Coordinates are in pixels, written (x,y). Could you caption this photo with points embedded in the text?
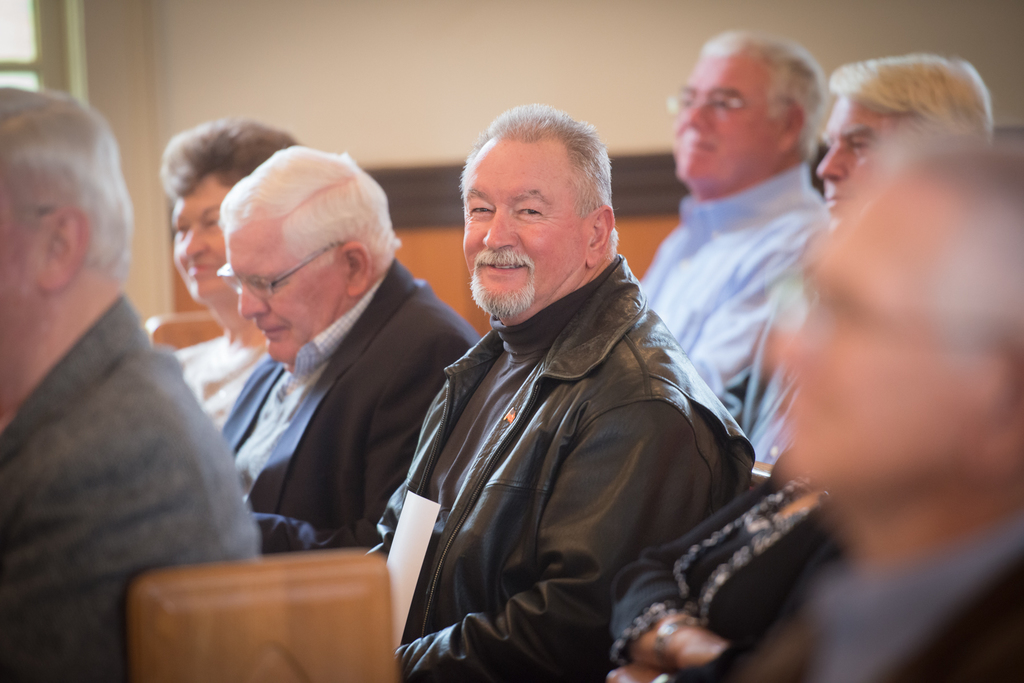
In this image we can see people (465,418) sitting. In the background (648,79) there is a wall (414,136).
